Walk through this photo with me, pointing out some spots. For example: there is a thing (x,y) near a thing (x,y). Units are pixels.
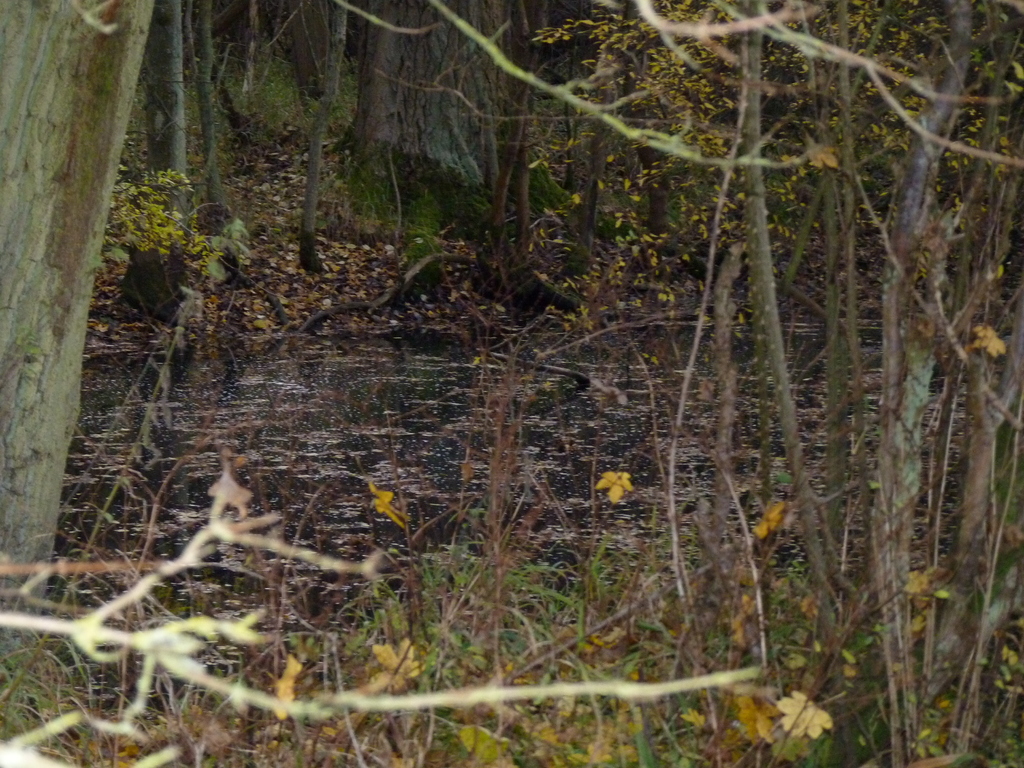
In this image we can see some trees (844,468) and plants (492,631) and there is a water (514,533) in the middle of the image (422,385).
